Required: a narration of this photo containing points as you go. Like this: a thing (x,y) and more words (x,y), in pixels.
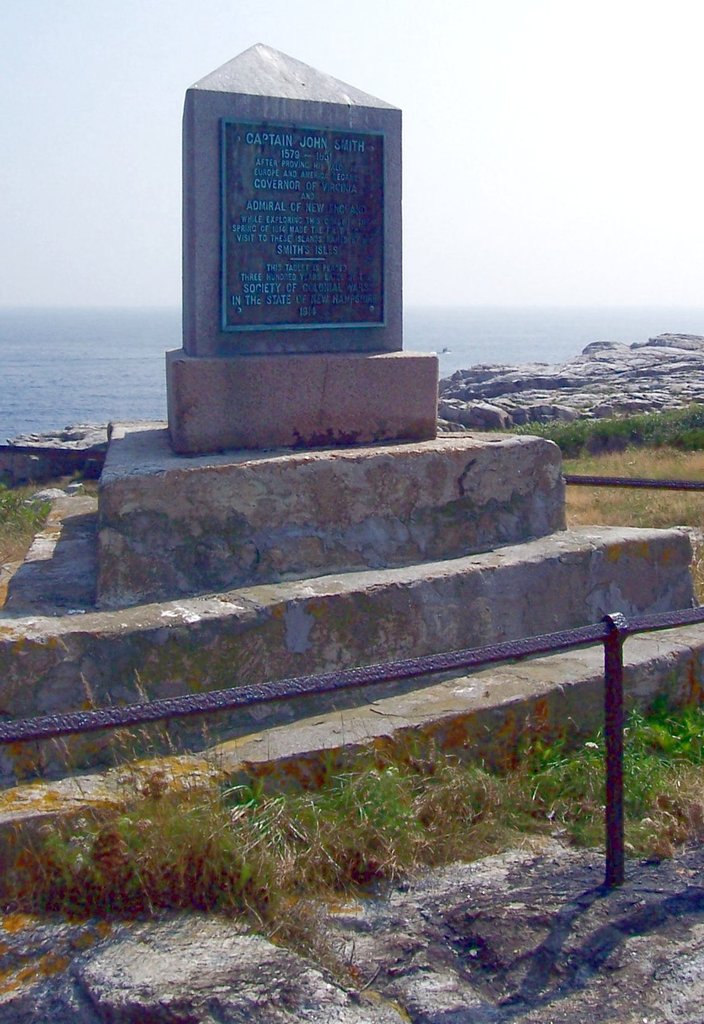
At the bottom of the picture (384,951), we see the grass (367,847) and the rock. We see the iron fence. In the middle of the picture (374,372), we see the memorial (292,379) and the stairs (346,693). In the background (675,357), we see the rock (545,378) and water (96,371). This water (107,325) might be in the sea (487,343). At the top (508,157), we see the sky (508,157).
